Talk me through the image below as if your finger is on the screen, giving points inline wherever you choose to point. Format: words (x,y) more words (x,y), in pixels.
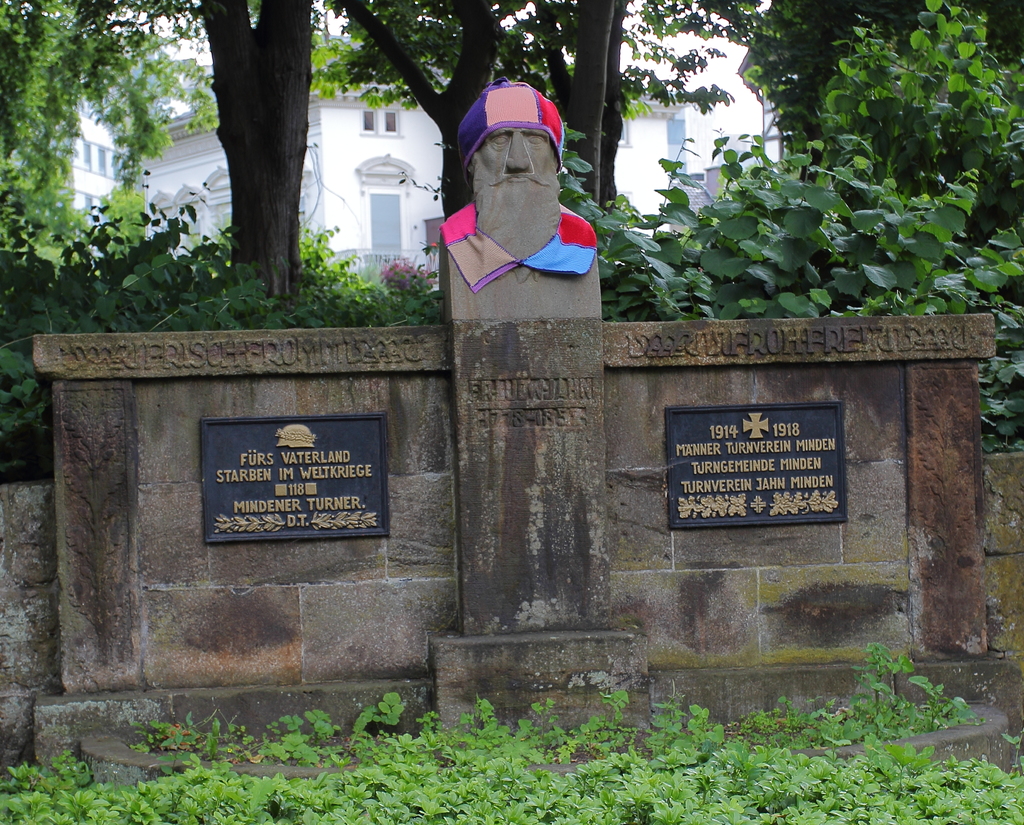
In the image in the center (539,443) there is a stone (479,474), sculpture (514,153) and banners (247,502). In the bottom of the image (424,762), we can see the grass (585,764). In the background (227,13) we can see buildings (712,146), trees (827,139) and plants (949,15).
